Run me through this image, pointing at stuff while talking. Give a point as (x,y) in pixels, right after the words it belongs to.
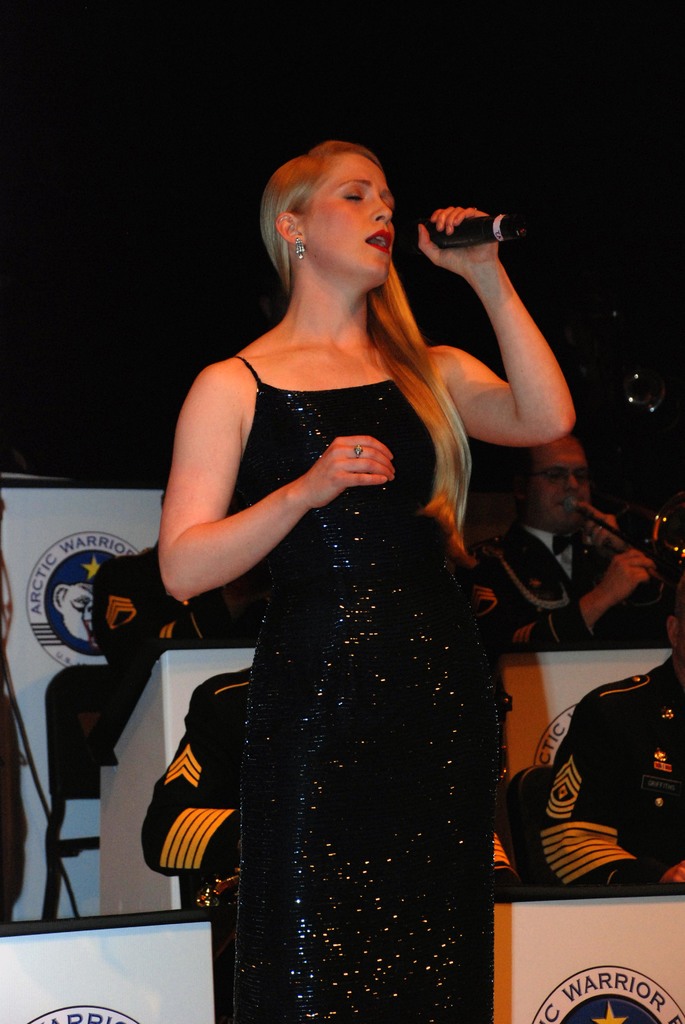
In this image we can see a woman (326,872) standing on the floor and holding a mic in her hand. In the background (623,757) we can see people (632,746) sitting on the chairs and holding musical instruments (584,509) in their hands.
